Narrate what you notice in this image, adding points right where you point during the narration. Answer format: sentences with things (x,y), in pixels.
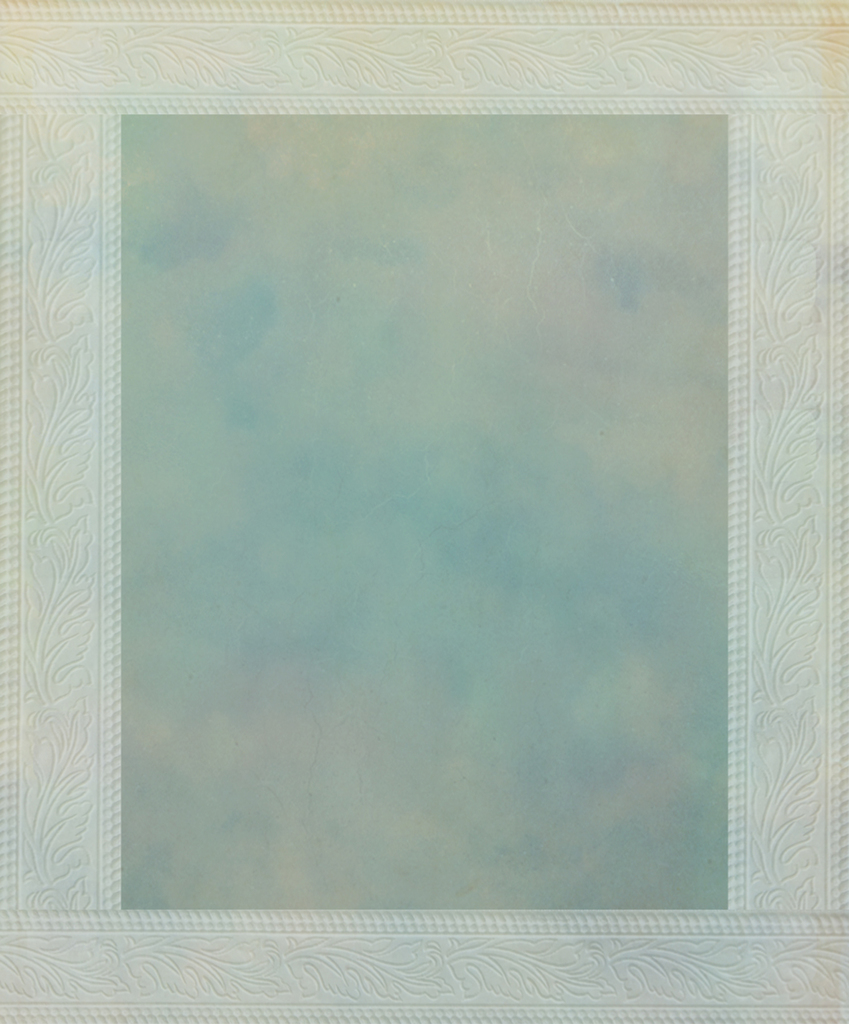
In this image we can see a frame (102,318) with sky (448,480).
